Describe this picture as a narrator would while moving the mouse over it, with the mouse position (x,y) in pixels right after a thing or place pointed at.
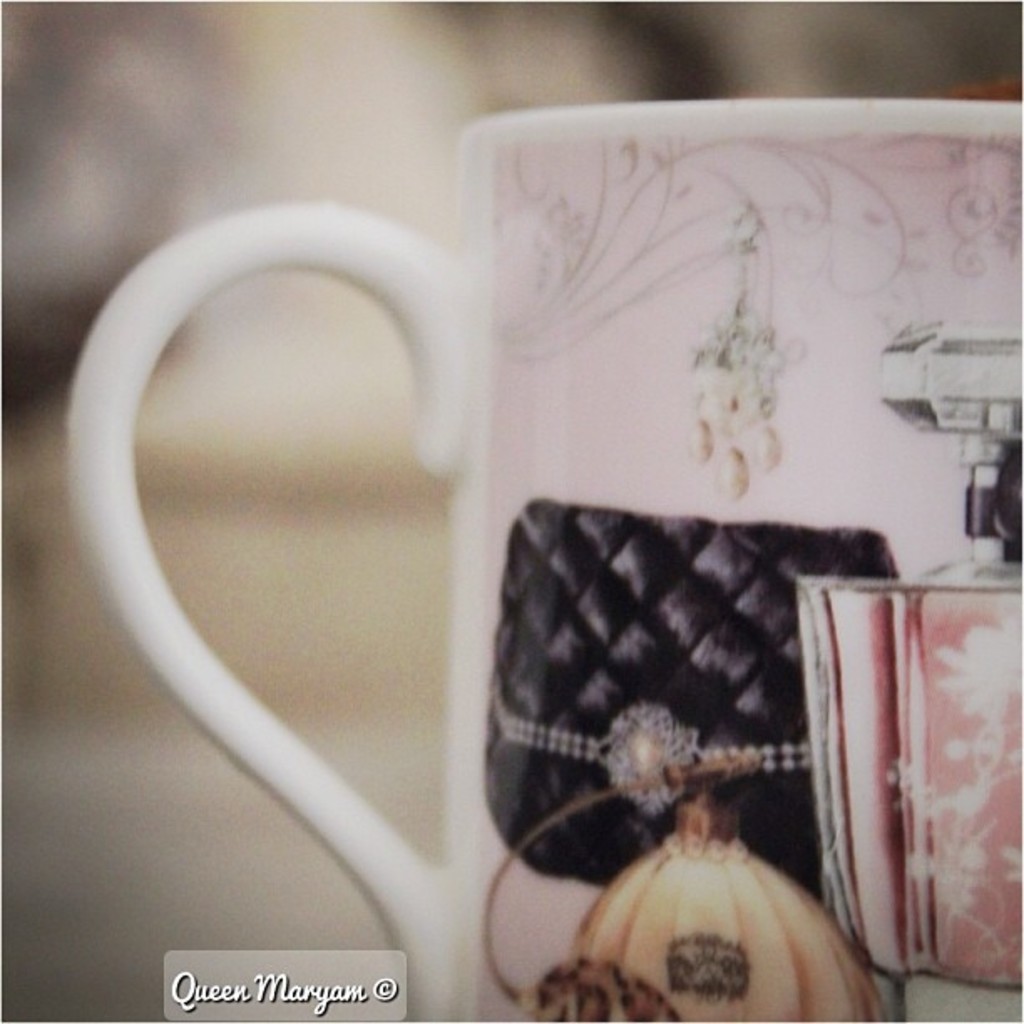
This is a picture of a cup (856,298) with a handle (405,912), and there is a watermark (338,954) on the image.
